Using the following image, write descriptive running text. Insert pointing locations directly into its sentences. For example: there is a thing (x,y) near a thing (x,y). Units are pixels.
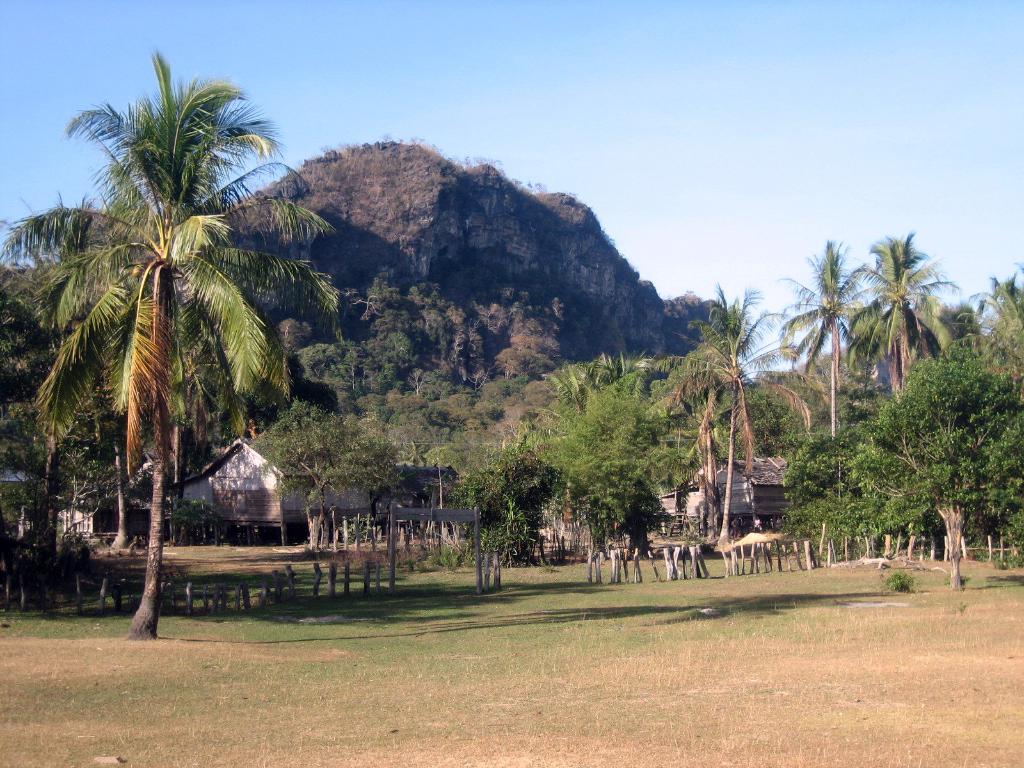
In this image there are trees (464,430) and houses (423,487) and there is a mountain (593,286).
